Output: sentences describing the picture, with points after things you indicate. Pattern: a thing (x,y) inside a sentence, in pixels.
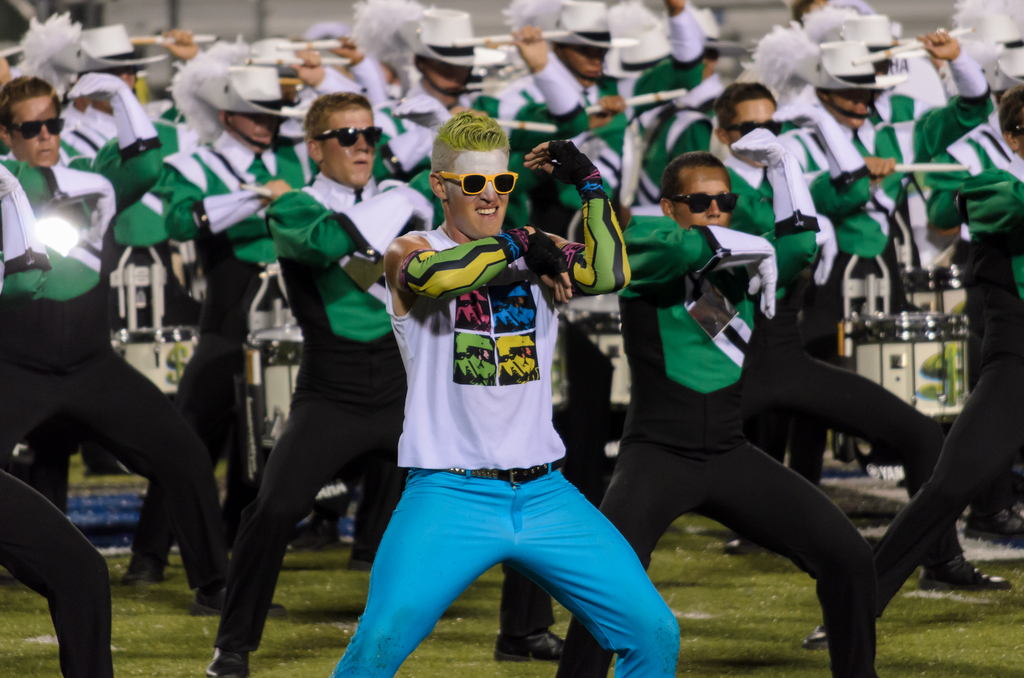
This image consists of many people (440,84) dancing. In the front (457,466), the man (460,487) is wearing white T-shirt (472,441) and blue pant (499,495). In the background (84,37), all are wearing green shirts (665,101) and black pants (736,500).
